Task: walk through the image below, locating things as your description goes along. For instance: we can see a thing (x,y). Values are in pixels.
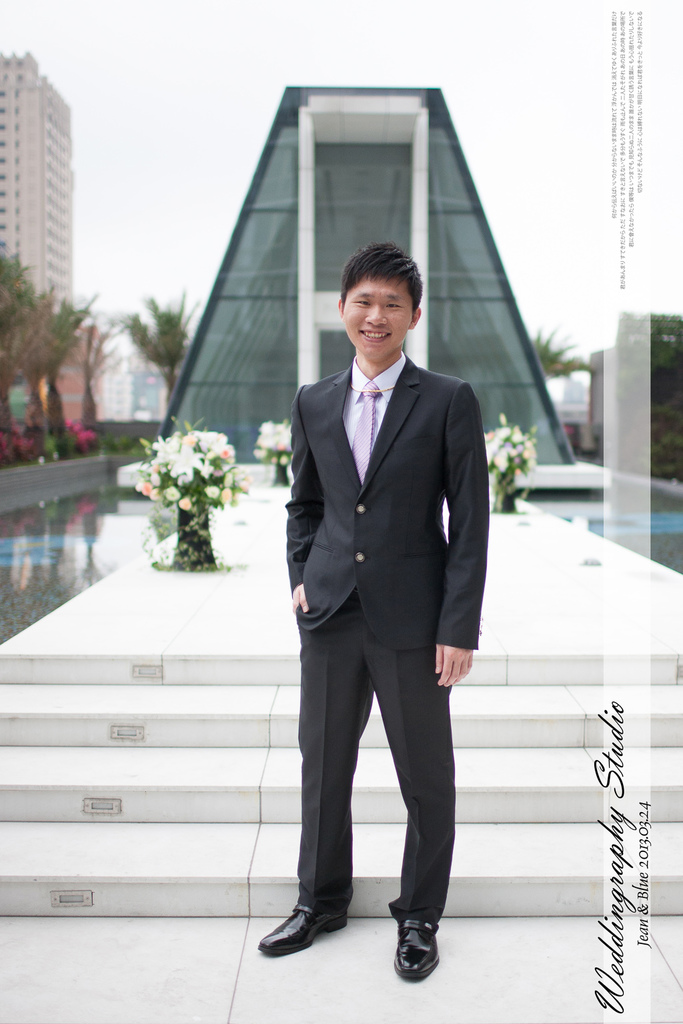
In this picture we can see a man (431,624), he is smiling, behind to him we can see few flowers (137,489), buildings (212,361), trees (27,388) and water (34,563).
